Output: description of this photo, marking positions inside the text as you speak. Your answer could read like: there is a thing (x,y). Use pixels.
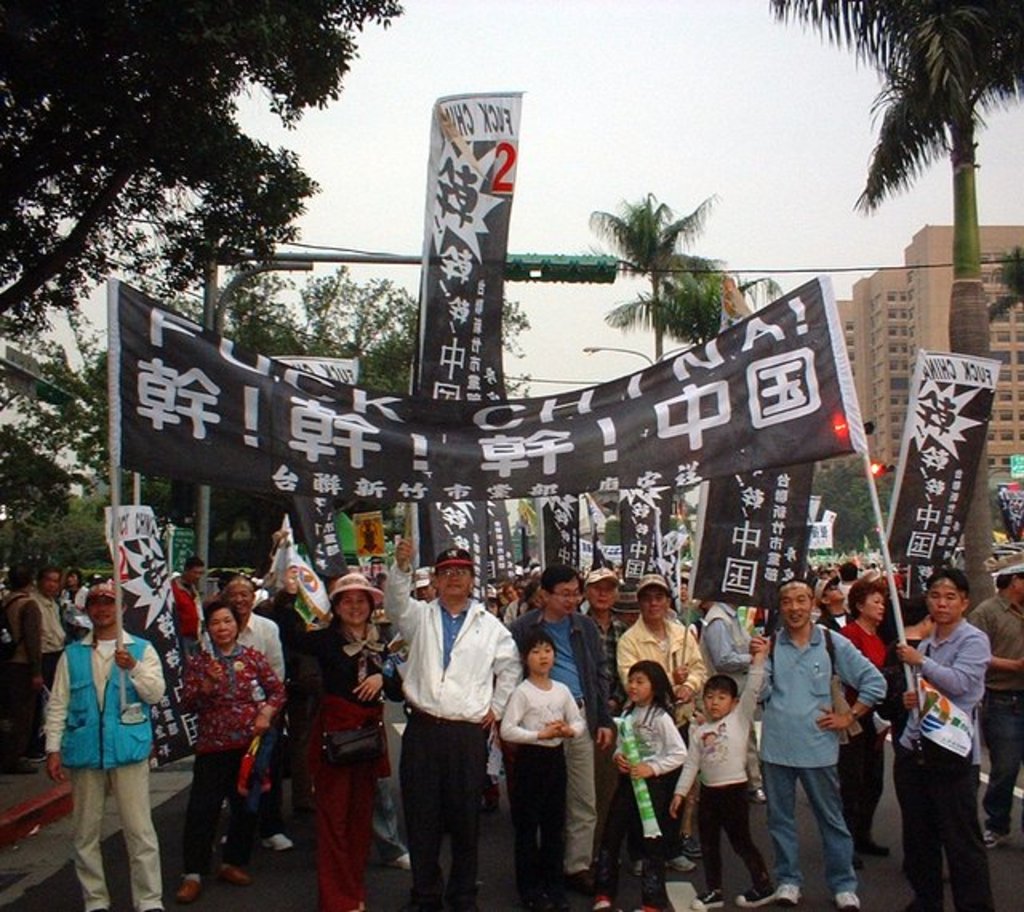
In the image there are many women (320,875) and men (824,768) standing on the road (502,850) holding banners (190,351) and flags (928,503), they seems to be protesting and in the back (915,327) there are buildings (891,277) and trees (2,218) and above its sky (616,92).
